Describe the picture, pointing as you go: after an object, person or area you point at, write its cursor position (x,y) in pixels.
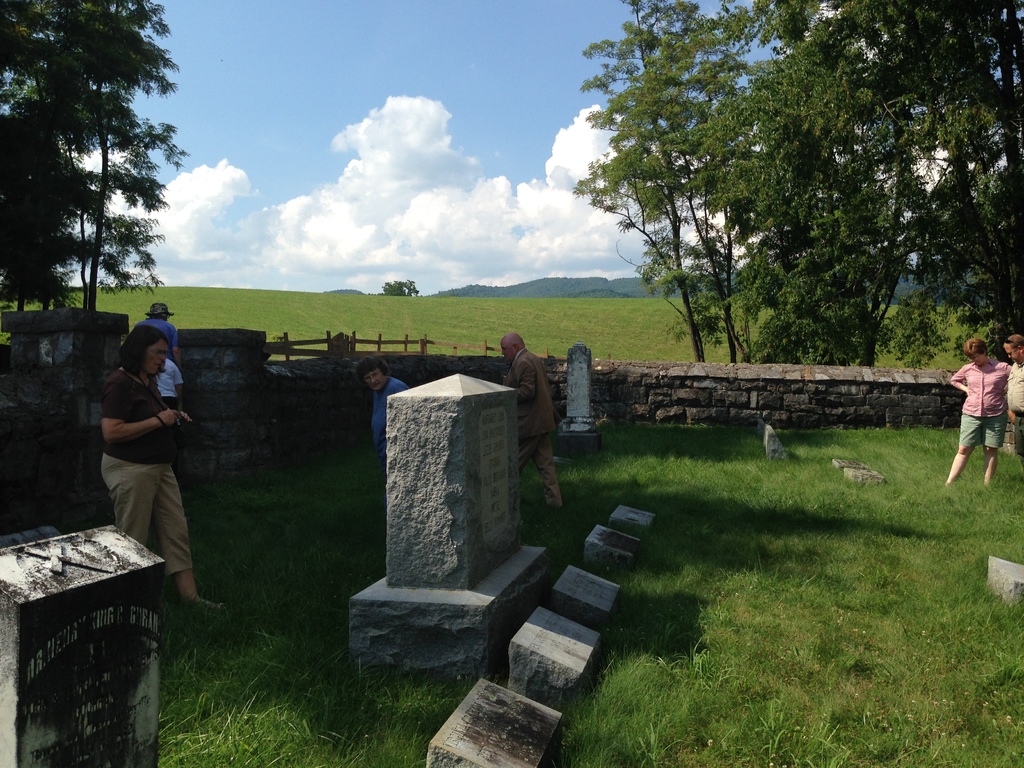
In this picture, we see the gravestones (482,652). Behind that, we see people (531,388) are standing. At the bottom (811,643), we see the grass (810,588). Behind them, we see a wall (182,354) which is made up of stones (452,371). Beside that, we see a wooden fence (381,345). On the left side (94,249), we see the trees (63,185). On the right side (902,182), we see the trees (992,237) and two people (963,443) are standing. There are trees (688,294) and hills (508,293) in the background (528,283). At the top (435,136), we see the sky (295,89) and the clouds (368,205).
